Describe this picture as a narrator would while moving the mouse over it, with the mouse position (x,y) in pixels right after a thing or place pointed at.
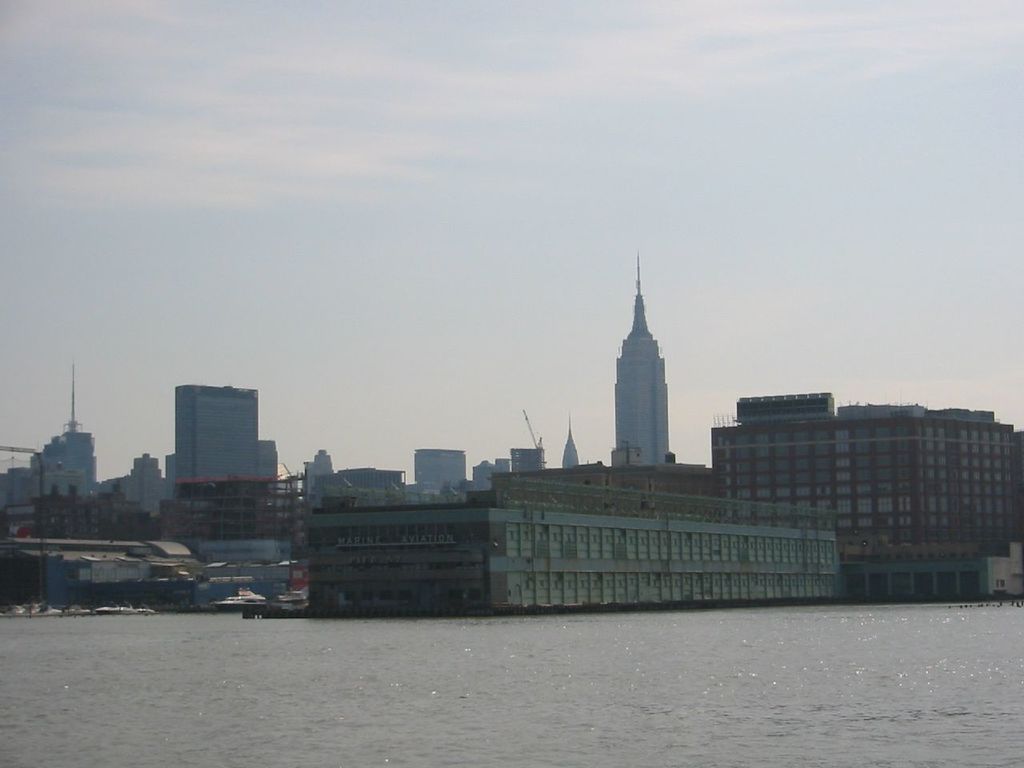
We can observe a river (588,670) in this picture. There are buildings (345,506). In the background (425,212) there is a sky (277,199).
